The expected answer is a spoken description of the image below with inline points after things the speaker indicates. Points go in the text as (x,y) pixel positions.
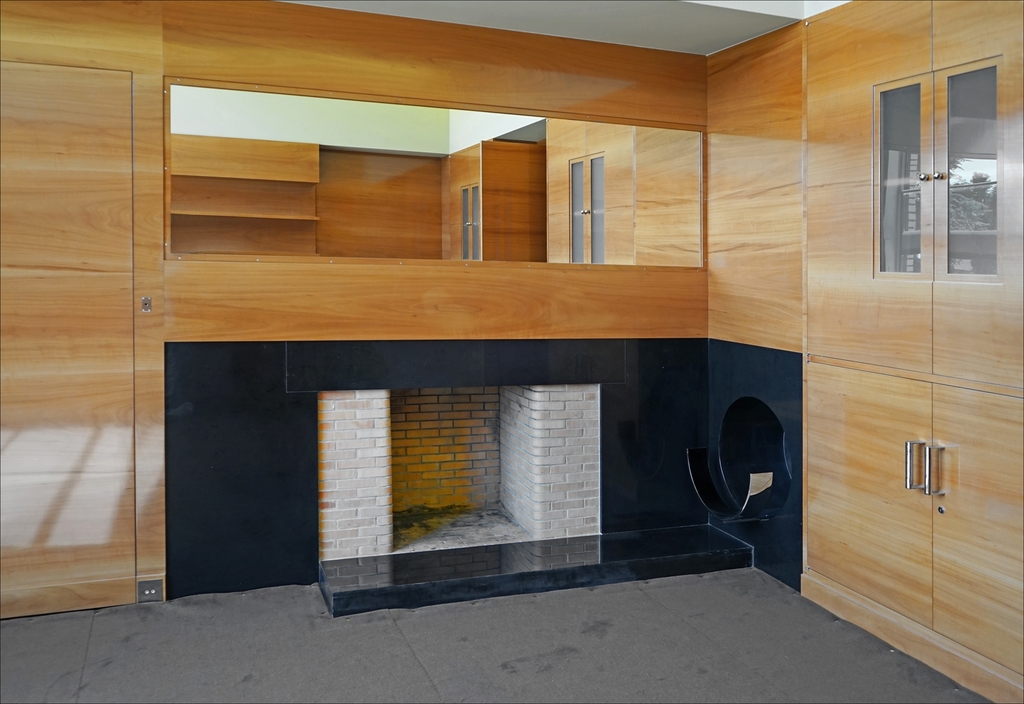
This image is taken inside a room (145,649). There is a cupboard (1008,92) at the right side of the image (1022,493). At the center of the image (605,260) there is a mirror (174,220). At the bottom of the image (103,612) there is a floor (419,694).
